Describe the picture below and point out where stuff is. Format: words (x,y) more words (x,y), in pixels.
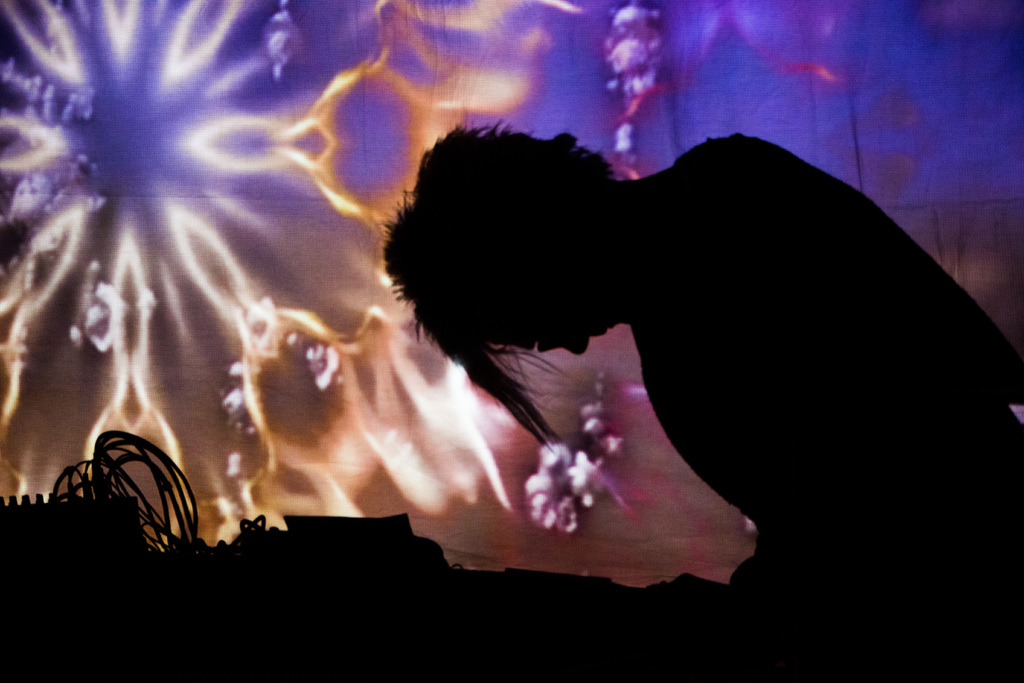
In this picture we can see a person (882,473) and in the background (527,448) we can see some objects (457,614).
